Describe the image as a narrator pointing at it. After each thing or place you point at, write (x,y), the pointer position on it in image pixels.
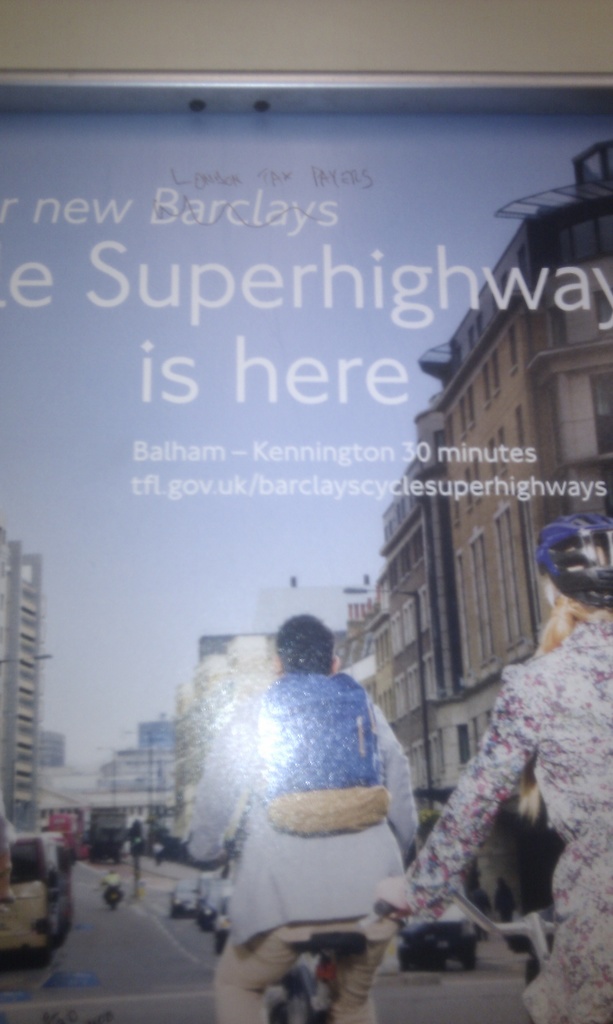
In this picture there is a poster (308,691). In the poster (302,837) I can see the persons (610,839) were riding a bicycle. On the road (513,972) I can see the cars (49,882), bikes (121,889) and buses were running. Beside the road (108,919) I can see the buildings (7,742).
